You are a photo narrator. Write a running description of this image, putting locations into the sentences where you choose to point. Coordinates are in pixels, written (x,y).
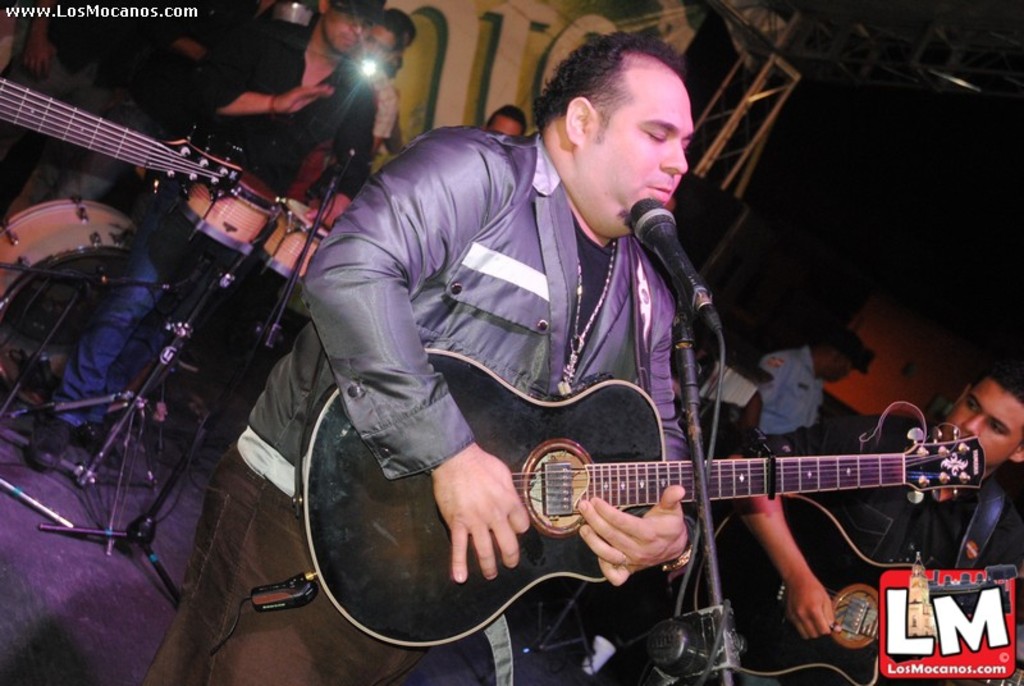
In this image i can see a man (590,224) playing a guitar (557,406), there is a microphone (658,245) in front a man (628,175), at the background (391,114) few other persons (353,134) playing the musical instruments (189,166) and a banner (441,83).
